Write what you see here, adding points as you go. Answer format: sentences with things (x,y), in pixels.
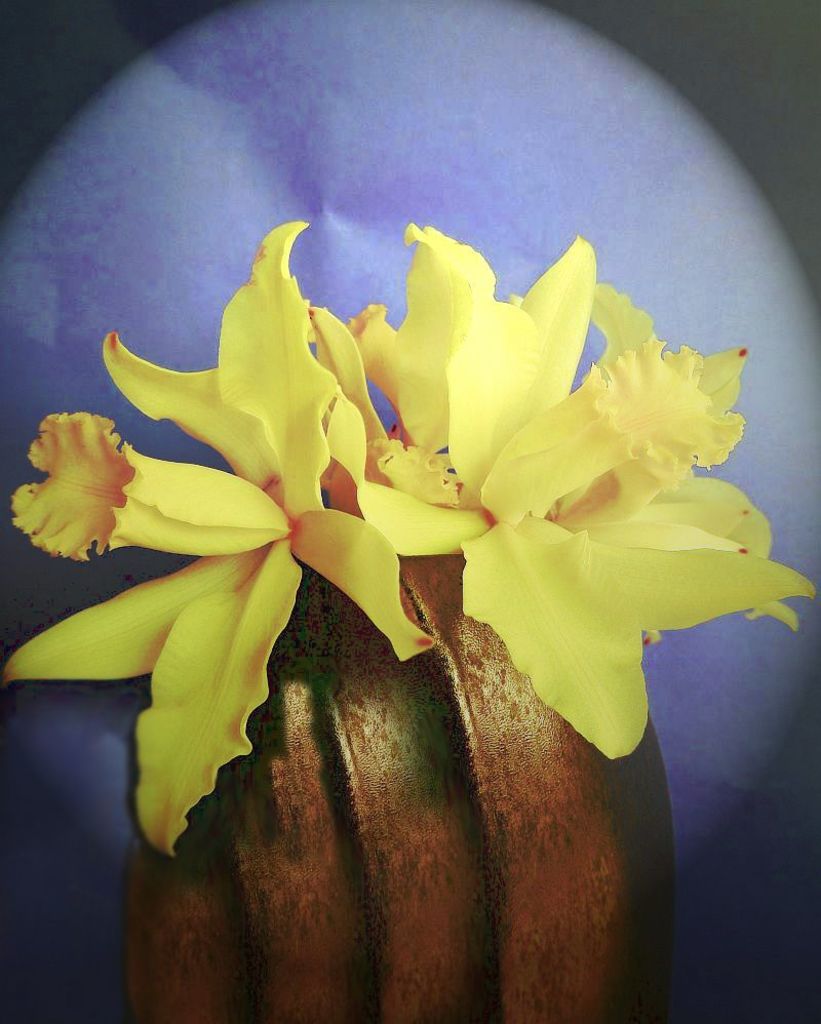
In this image we can see some flowers (438,521) and we can also see the blurred background (562,78).
